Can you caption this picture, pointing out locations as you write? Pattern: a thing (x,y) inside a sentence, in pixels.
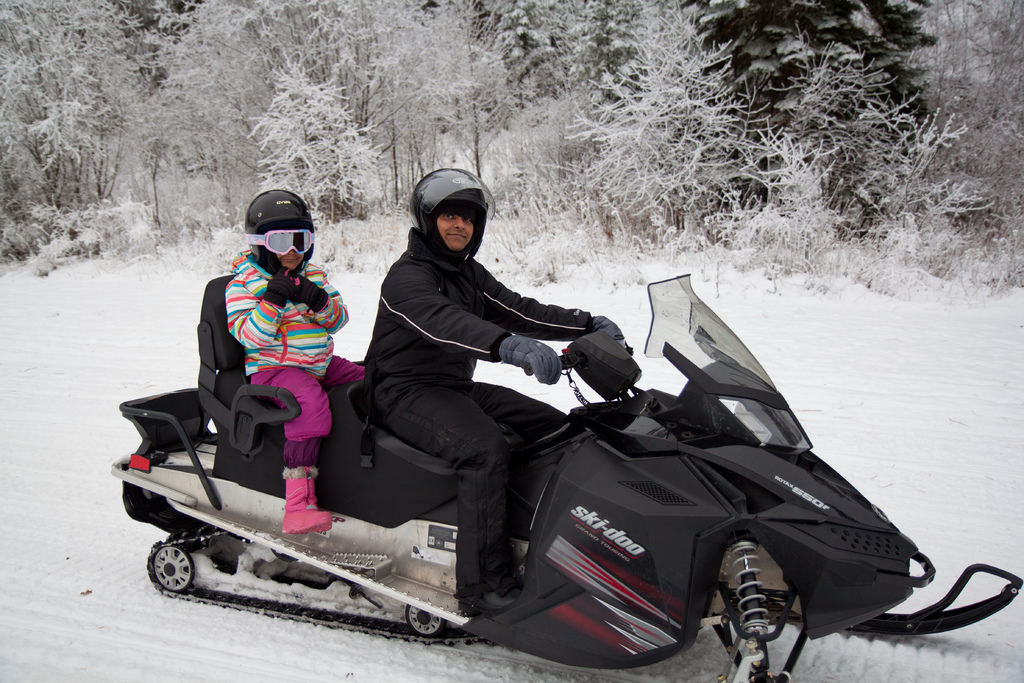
In this image I can see two people (274,231) wearing helmets (308,212) and sitting on a vehicle (719,426). There is snow (911,310), there are plants (376,203) and there are trees (366,137).
